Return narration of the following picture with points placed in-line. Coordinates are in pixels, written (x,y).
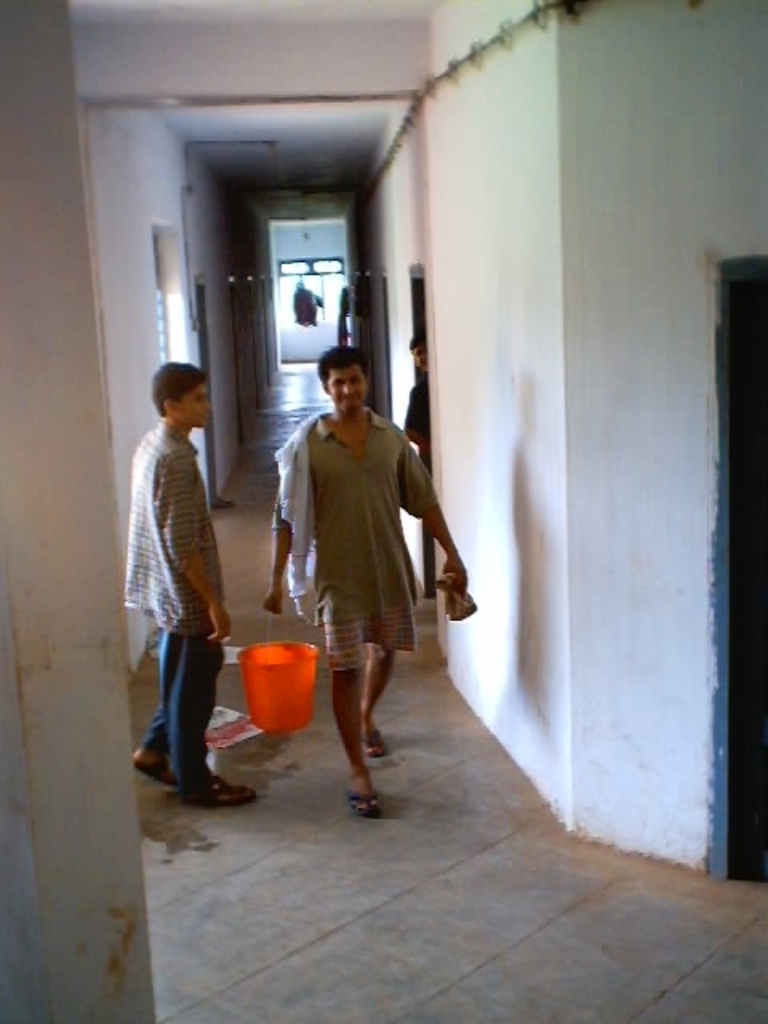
In the center of the image (295,561) we can see a man (374,735) is walking on the floor (426,626) and holding a cloth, bucket (301,703). In the background of the image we can see the wall (737,76), doors (753,288), clothes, windows (297,275) and two men (423,360) are standing. At the top of the image (220,93) we can see the roof (375,13). At the bottom of the image (481,915) we can see the floor (406,916).
